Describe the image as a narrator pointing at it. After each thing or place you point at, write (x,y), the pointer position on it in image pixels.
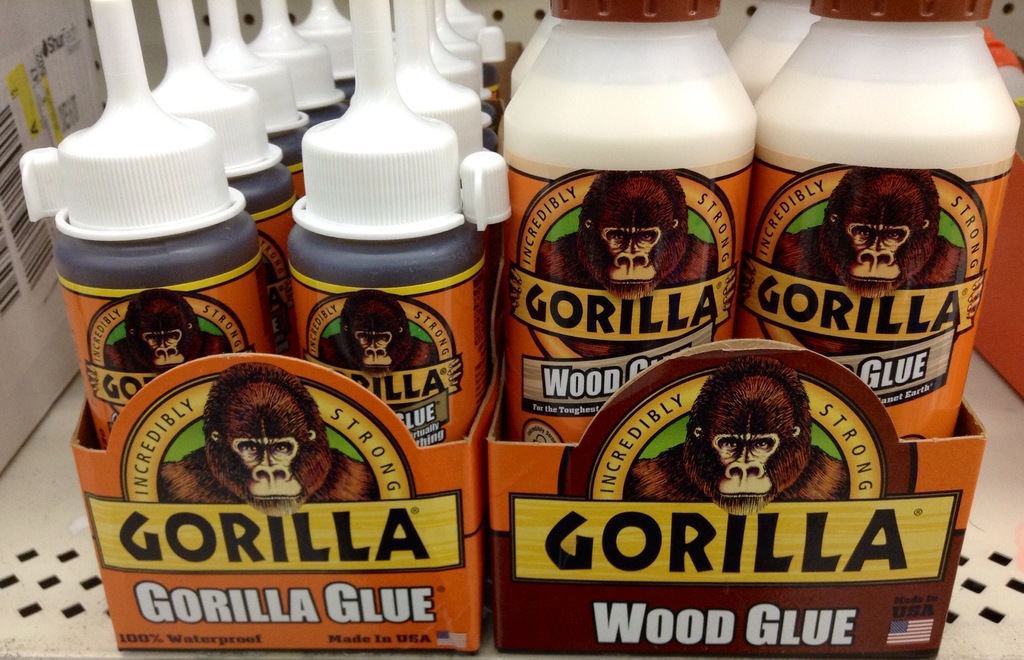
In this image we can see a wood glue bottles (898,54).
